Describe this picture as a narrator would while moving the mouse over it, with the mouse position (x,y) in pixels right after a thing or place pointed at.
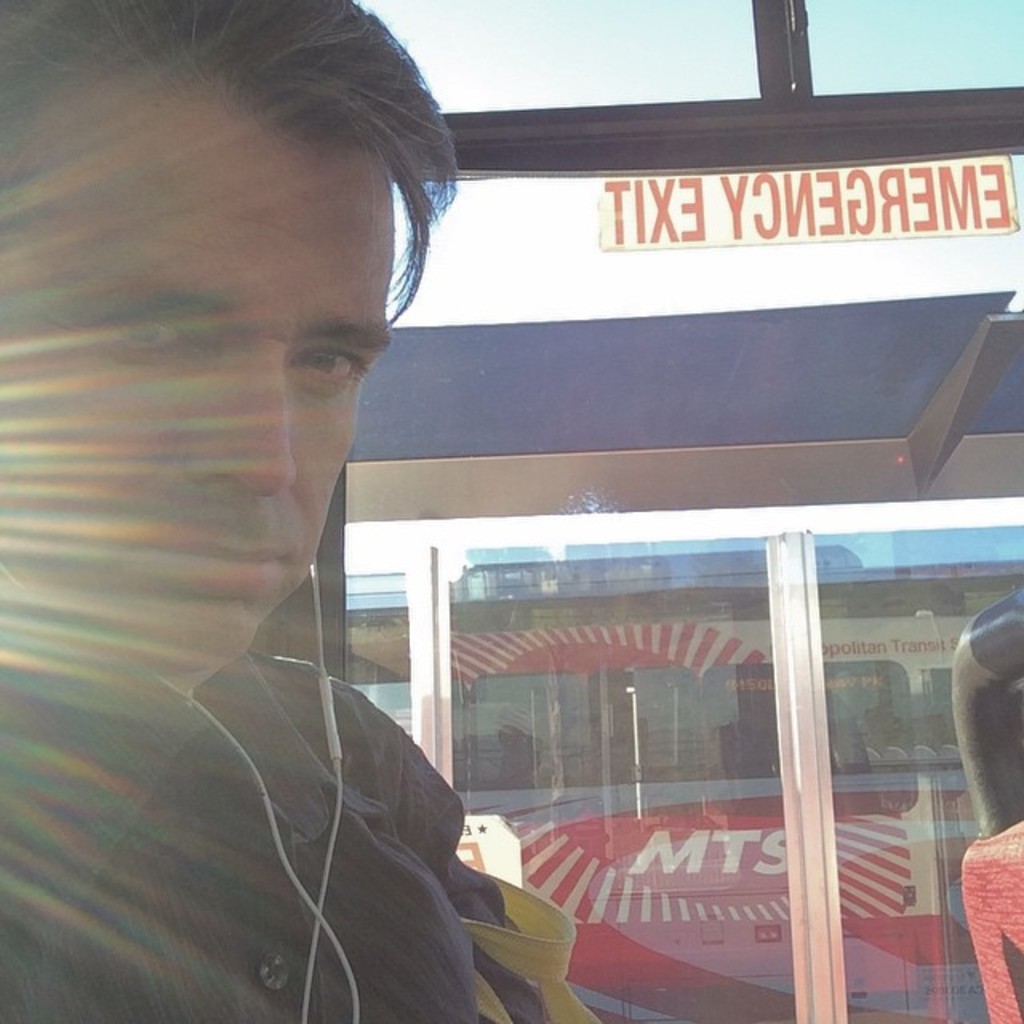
In this image, we can see a person (124,915) wearing clothes (313,869). There is a window (664,869) at the bottom of the image (715,983). There is a sticker (763,216) in the top right of the image (746,209).
